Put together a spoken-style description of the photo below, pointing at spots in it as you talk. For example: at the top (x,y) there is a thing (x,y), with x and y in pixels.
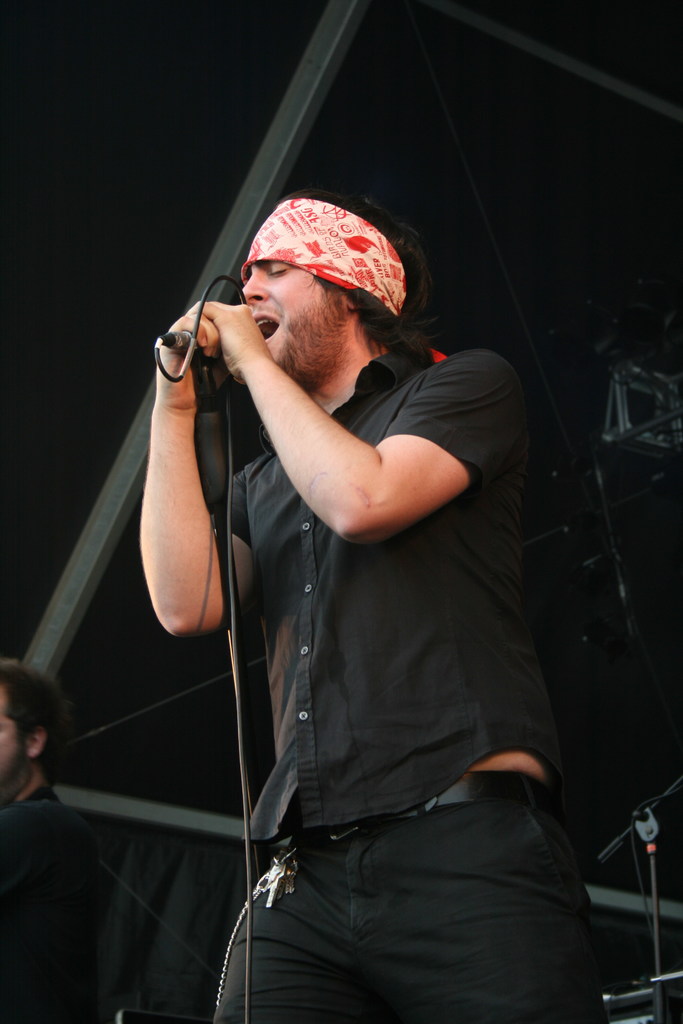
A person (353,687) is standing and singing on the microphone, beside him there is another person (69,877).
